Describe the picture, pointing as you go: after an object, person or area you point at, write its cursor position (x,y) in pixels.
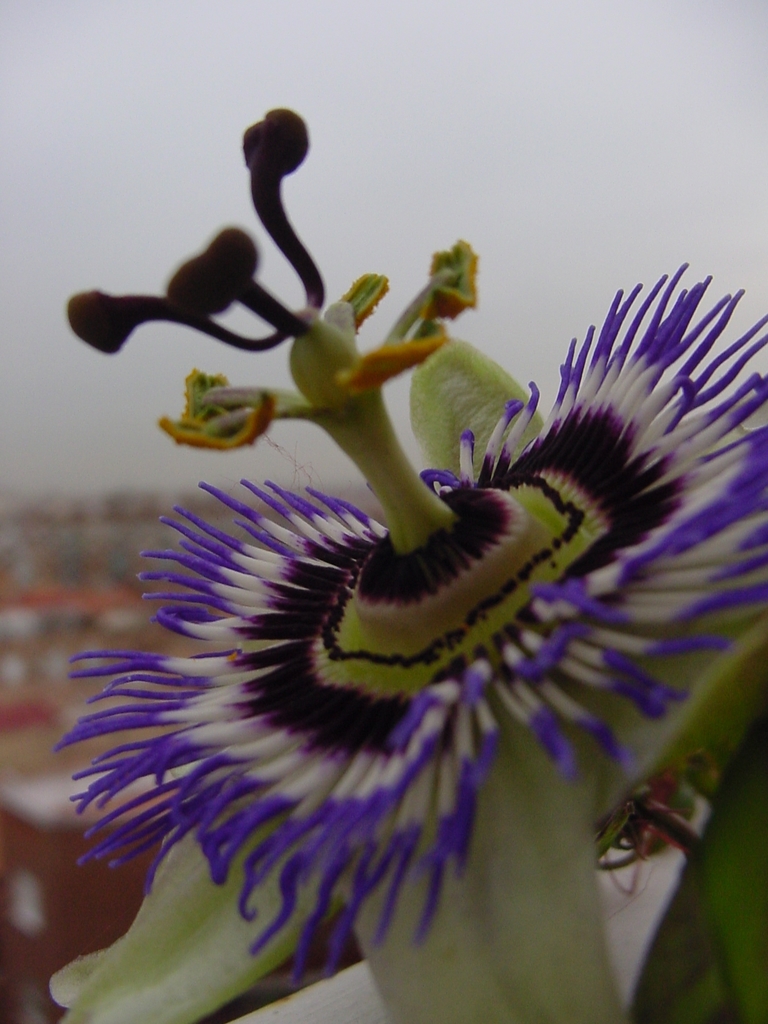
In this image we can see a flower (437,737).
